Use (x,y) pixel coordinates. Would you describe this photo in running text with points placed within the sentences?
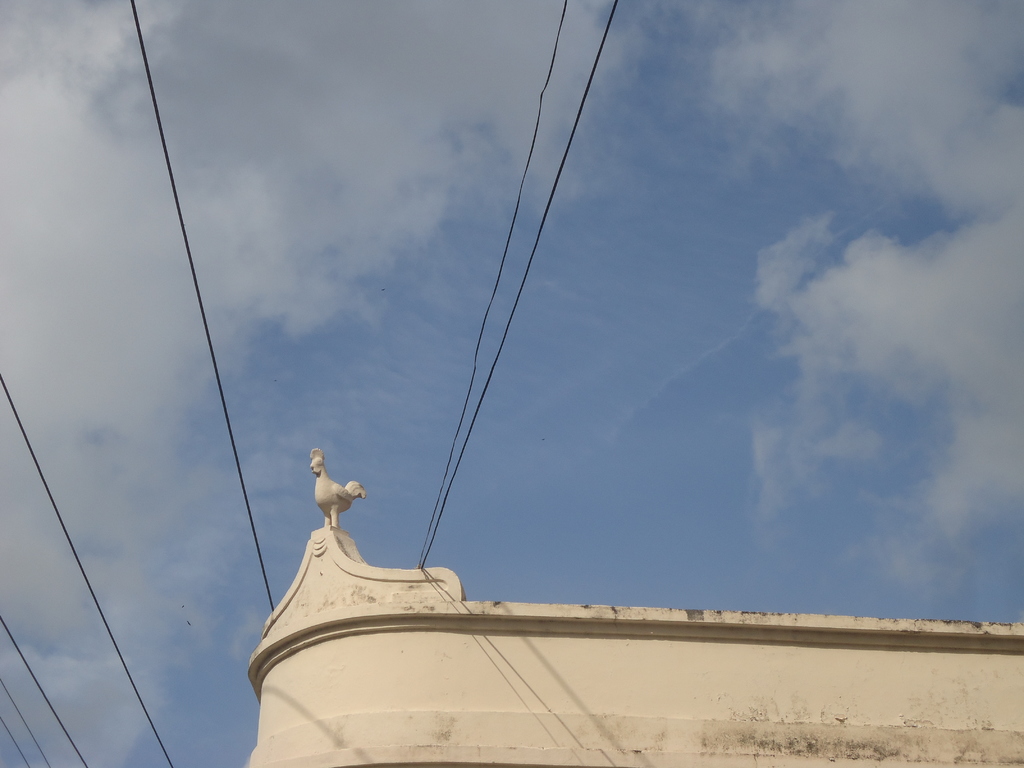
At the top (429,145) we can see a clear blue sky (421,266) with clouds (845,322) and black transmission wires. Here we can see partial part of a wall (639,698) and it seems like the top of a building (636,679).
